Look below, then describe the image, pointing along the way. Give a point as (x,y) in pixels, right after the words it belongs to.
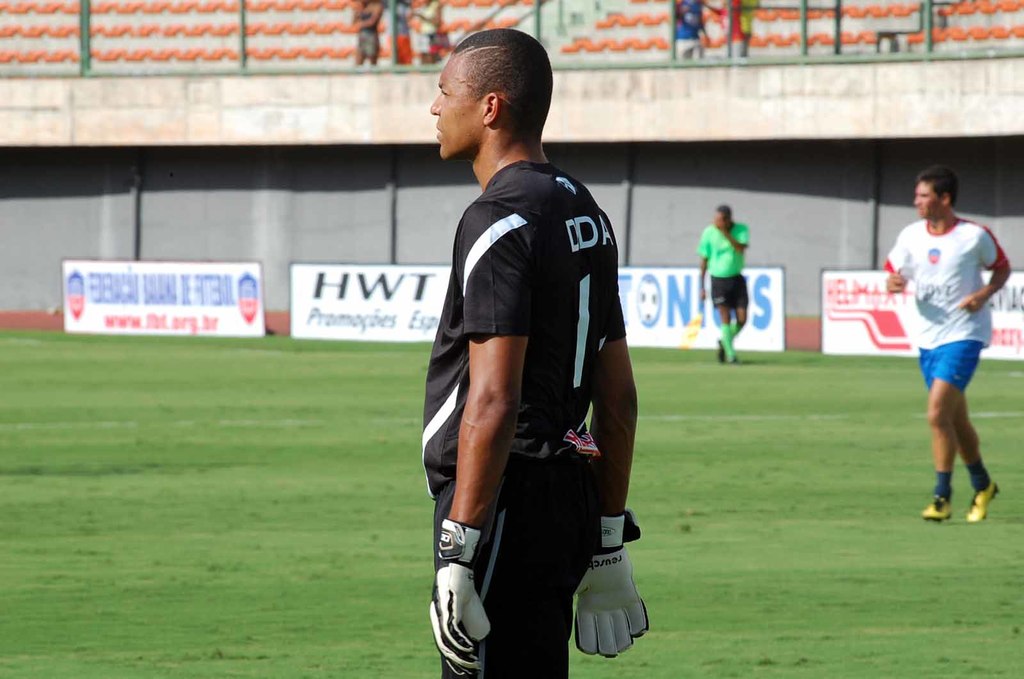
In this image we can see people (534,447) standing on the ground (410,460) and some are standing on the floor (652,47). In the background (267,281) we can see walls (287,239) and advertisement boards (391,304).
